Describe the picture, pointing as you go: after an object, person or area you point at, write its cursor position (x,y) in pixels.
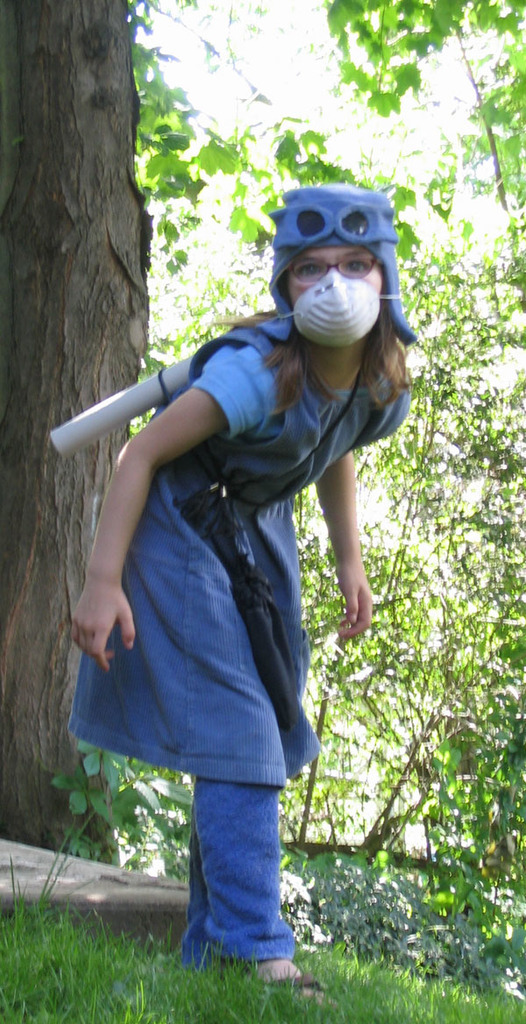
In this image we can see a girl (187,577) is standing, she is wearing blue color dress (226,658) and mask (340,340). Behind bark (128,225) of a tree (117,135) and tree (398,580) is present. The land (97,989) is full of grass (143,986).
